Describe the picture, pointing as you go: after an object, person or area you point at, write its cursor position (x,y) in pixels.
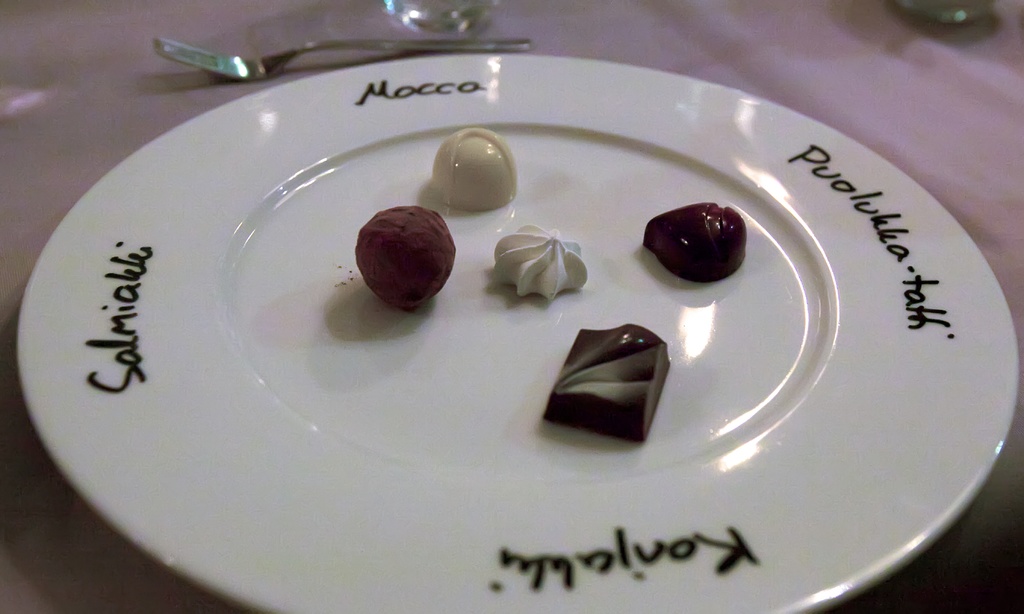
In this image we can see a plate (644,462) on a surface (705,56). On the plate (405,193) we can see food item (698,226) and text (421,88). At the top (462,18) we can see a fork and an object (470,8).
